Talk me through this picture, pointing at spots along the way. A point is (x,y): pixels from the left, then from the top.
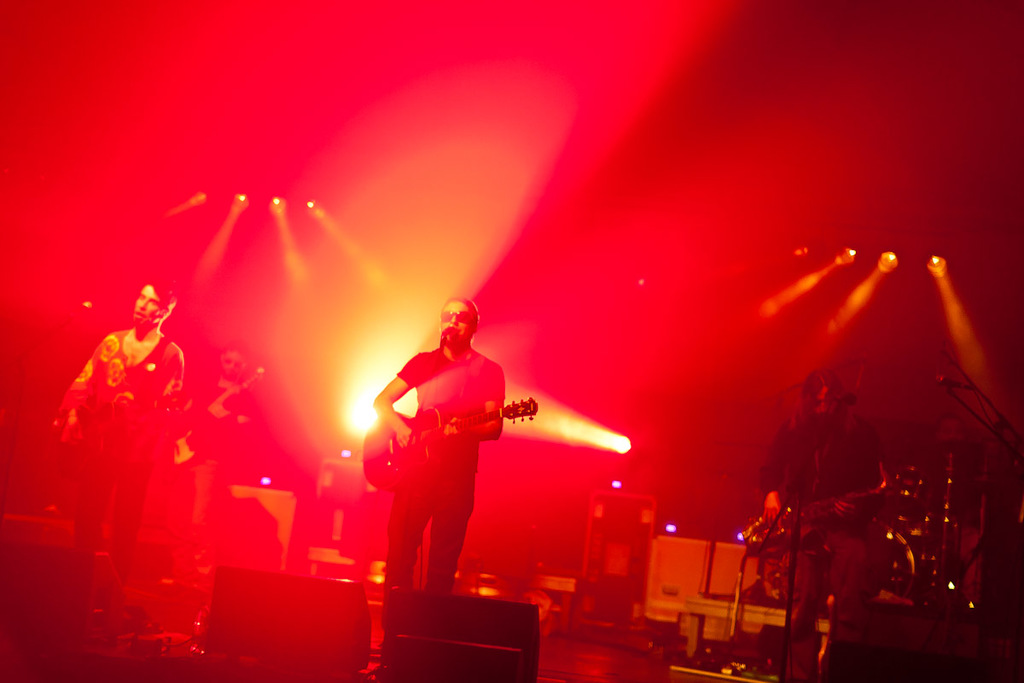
In the picture we can see four people (462,482) are standing and they are playing some musical instruments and the background we can see the lights (953,316).
